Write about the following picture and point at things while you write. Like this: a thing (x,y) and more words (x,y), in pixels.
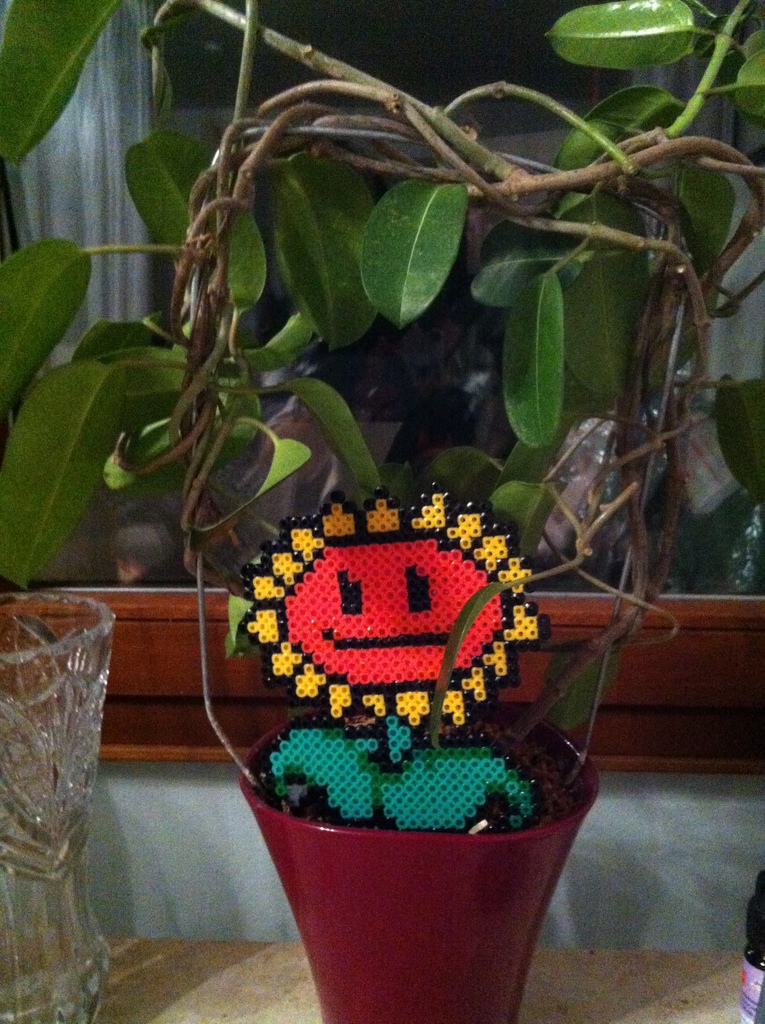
In this picture there is a red pot (552,888). In that pot (554,886) I can see the sunflower (492,702) which is made by beads (367,562). In the bottom left (89,792) there is a water glass (37,746) which is kept on the table (206,999). In the center (325,400) I can see the plant (420,178) and leave (19,357). In the bottom right corner (749,978) there is a bottle (745,968) near to the wall (741,930) and window (682,573).
